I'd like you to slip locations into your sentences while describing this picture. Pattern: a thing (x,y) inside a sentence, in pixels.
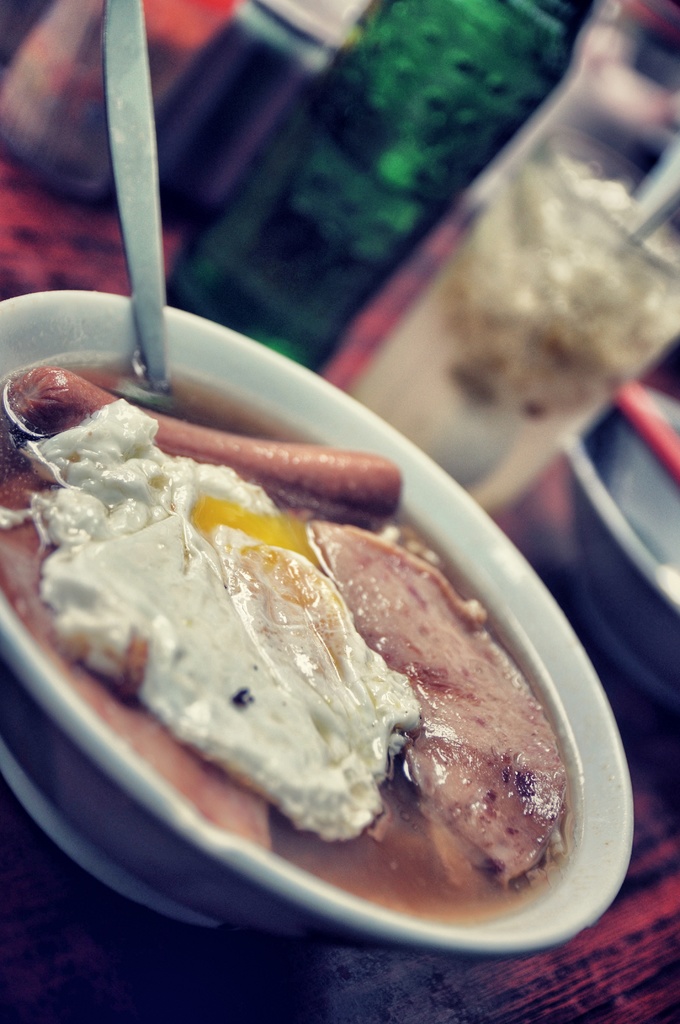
In this image we can see a bowl (543,945) on a wooden surface (554,952). In the bowl (26,329) there is a food item (332,688) and a spoon (122,84). In the background (211,74) it is looking blur. Also there are bottles (330,91) and glass (593,243).
